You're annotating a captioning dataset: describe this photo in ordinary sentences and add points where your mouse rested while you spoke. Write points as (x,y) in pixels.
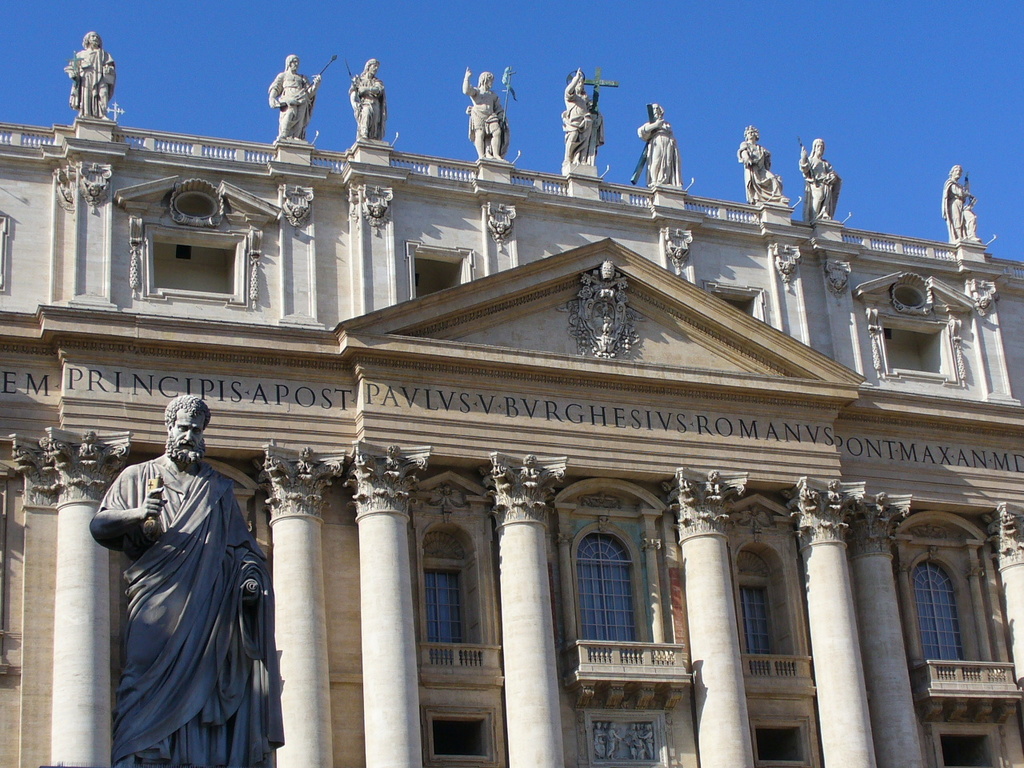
In the image we can see there is a human statue (196,523) standing and behind there is a building (697,388). There are lot of human statues (356,87) standing on the building (630,222) and there is a clear sky (979,64).
